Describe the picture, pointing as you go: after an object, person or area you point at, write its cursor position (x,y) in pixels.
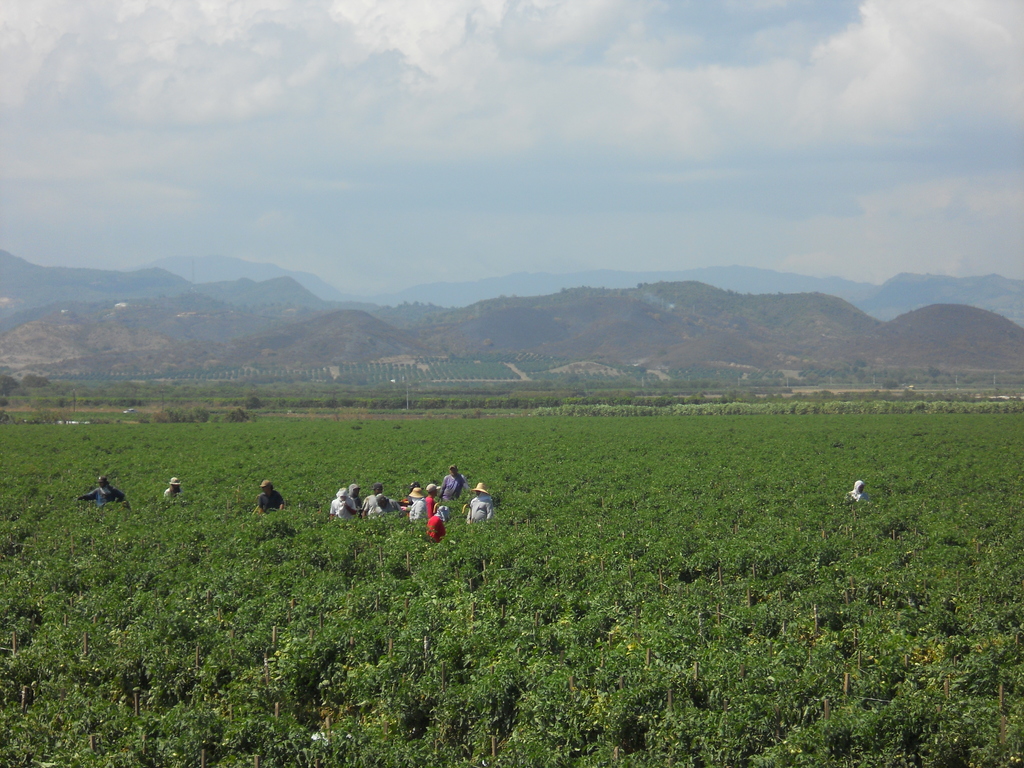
In the image there are few people (399,508) standing in the middle of the plantation field (334,478), in the back (222,361) there are hills (634,340) with trees (688,387) all over it and above its sky (494,142) with clouds (392,82).
